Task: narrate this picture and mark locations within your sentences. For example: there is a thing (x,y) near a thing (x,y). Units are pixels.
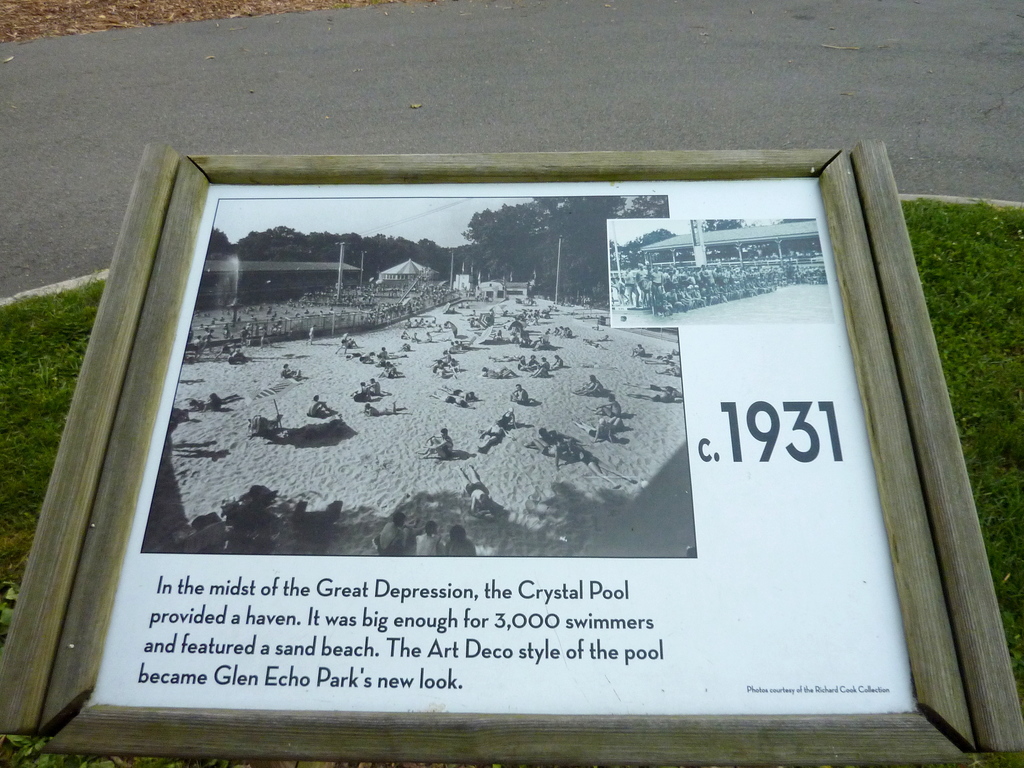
In the center of the image (408,270) we can see a photo frame (735,636) in which we can see black and white picture (601,479) of the group of people (695,304) on the ground (462,422), a group of trees (443,276), sheds (527,294) and in the background (367,212) we can see the sky (445,209). At the bottom of the image (188,635) we can see some text (183,647). On the left side of the image (70,364) we can see the grass (52,363). At the top of the image (432,57) we can see a pathway (495,84).
